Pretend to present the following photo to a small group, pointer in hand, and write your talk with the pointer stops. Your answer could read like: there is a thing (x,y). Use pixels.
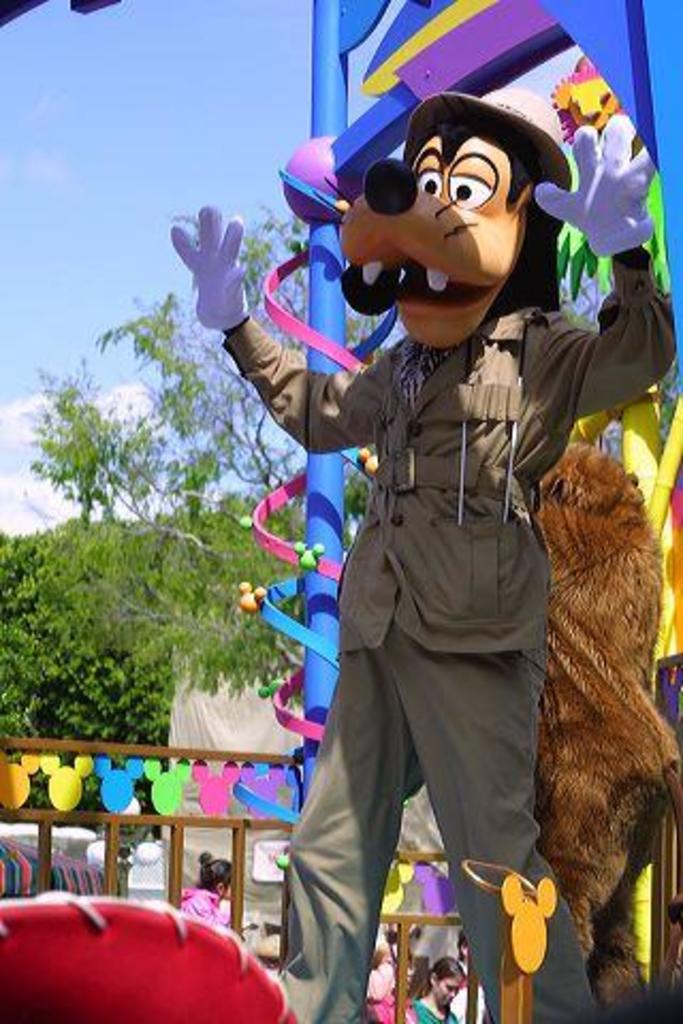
In this image I can see a man (438,388) wearing a toy mask (424,331) visible on the right side (461,592) and I can see a blue color stand (544,56) visible on the right side (634,63) and I can see there are few persons (369,981) at the bottom (371,968) and trees (2,602) and fence (49,833) and I can see the sky (87,140) at the top (183,175).
